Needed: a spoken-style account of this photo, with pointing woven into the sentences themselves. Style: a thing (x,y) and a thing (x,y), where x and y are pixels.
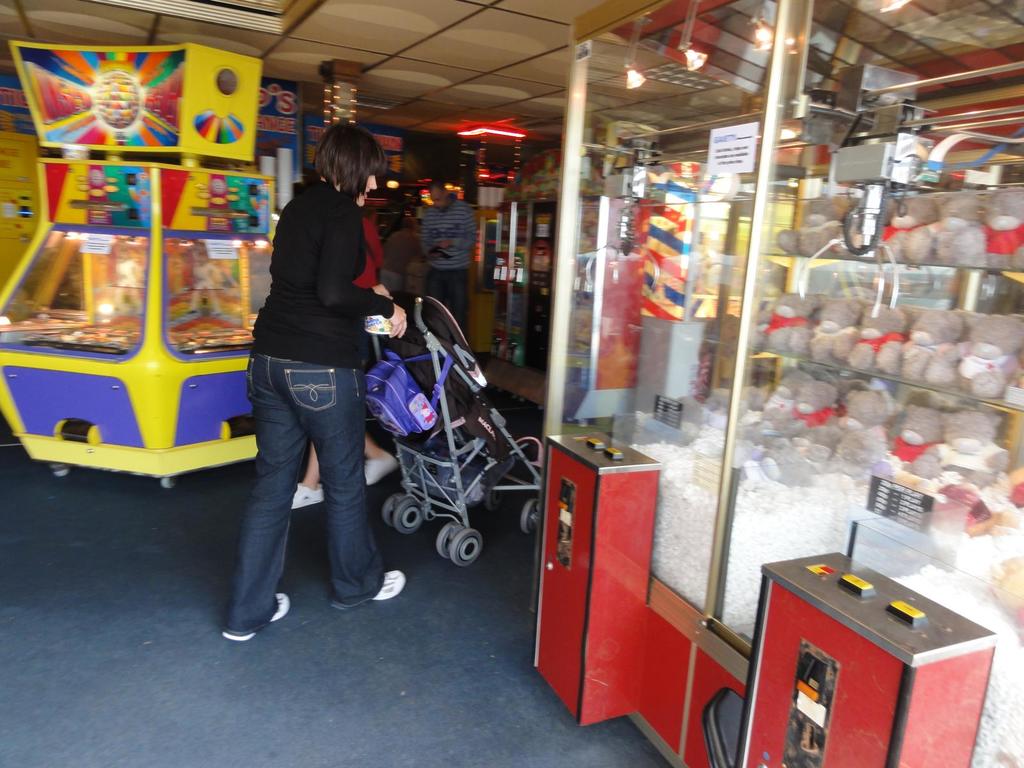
The woman (351,315) in black T-shirt (346,301) is walking and she is holding a white box (374,316) in her hands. In front of her, we see a baby trolley (429,387). Beside her, we see the woman (370,236) is walking. On the right side (898,222), we see a stall (726,262) in which some objects (881,348) are placed. On the left side (158,192), we see a game stand (150,308). In the background (413,277), we see people (453,281) are standing and we even see the lights (519,142) and the stalls (479,281). At the top (361,50), we see the roof (360,33) of the building (360,33).
